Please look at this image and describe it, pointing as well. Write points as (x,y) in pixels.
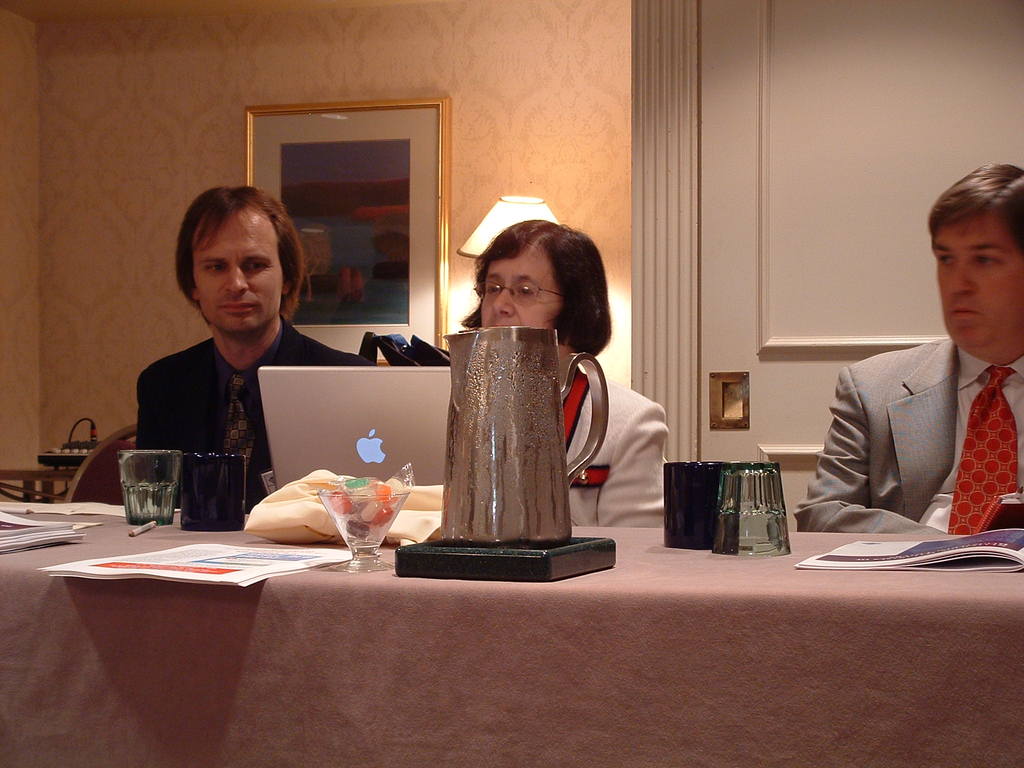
There is a woman (580,245) sitting at the center (610,497). There is a man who is sitting at right side (852,498). There is another person (205,230) who is sitting left side of a woman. This is a laptop (313,464). This is a glass (154,494). This is a water jar (450,469). There is a photo frame (355,148) onto the wall (382,71) and this is a table lamp (508,221).
